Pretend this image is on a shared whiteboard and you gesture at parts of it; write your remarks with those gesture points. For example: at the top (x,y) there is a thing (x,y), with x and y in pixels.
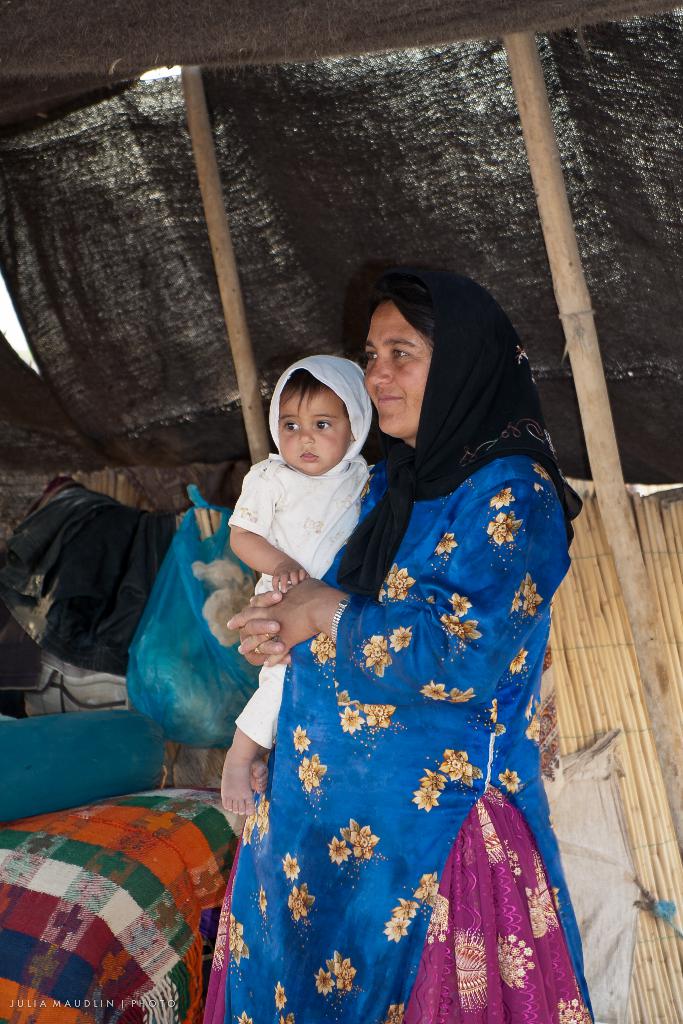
In the center of the image (383,662) we can see one woman (451,714) is standing and she is smiling and she is holding one baby (352,507). And we can see she is in a different costume (393,582). At the bottom left side of the image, we can see some text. In the background (152,363), we can see poles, wooden wall (580,612), cloth (121,327), one plastic cover (184,673), one blanket (172,870), one blue color object (82,765) and a few other objects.
